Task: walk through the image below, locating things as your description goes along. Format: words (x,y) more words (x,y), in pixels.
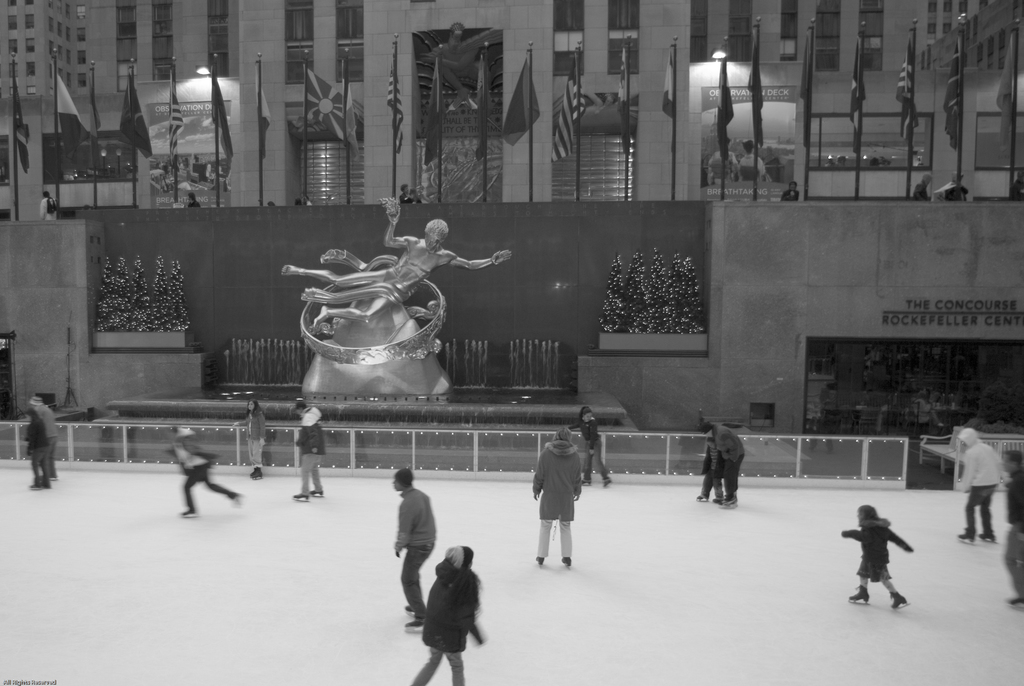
This is a black and white image. In the image we can see there are people (461,558) wearing clothes (416,574), cap (446,560) and ice skating shoes (542,560) and they are skating on the ice (876,588). Here we can see a sculpture (364,284) of a person (396,288), we can see plants (624,280) and the flags (622,98). Here we can see the building (520,38) and these are the windows (170,31) of the building (152,33).
